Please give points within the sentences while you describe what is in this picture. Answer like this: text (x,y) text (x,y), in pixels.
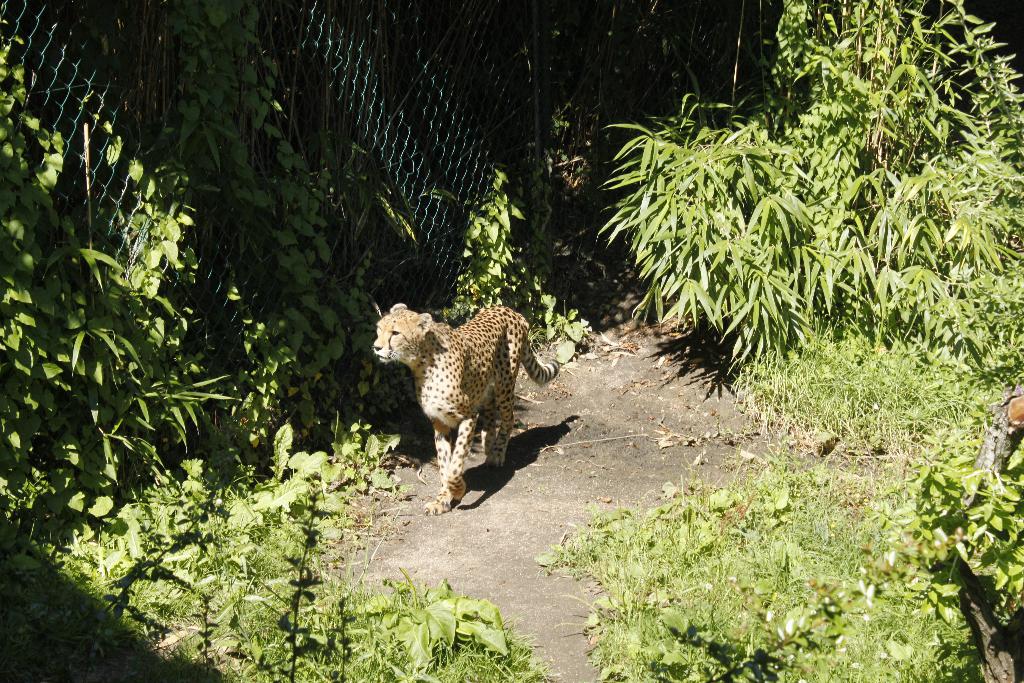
In this image there is an animal (470,399) walking on the land (557,505) having plants (181,562). Left side (33,306) there is a fence (442,128) having creeper plants (268,224).
